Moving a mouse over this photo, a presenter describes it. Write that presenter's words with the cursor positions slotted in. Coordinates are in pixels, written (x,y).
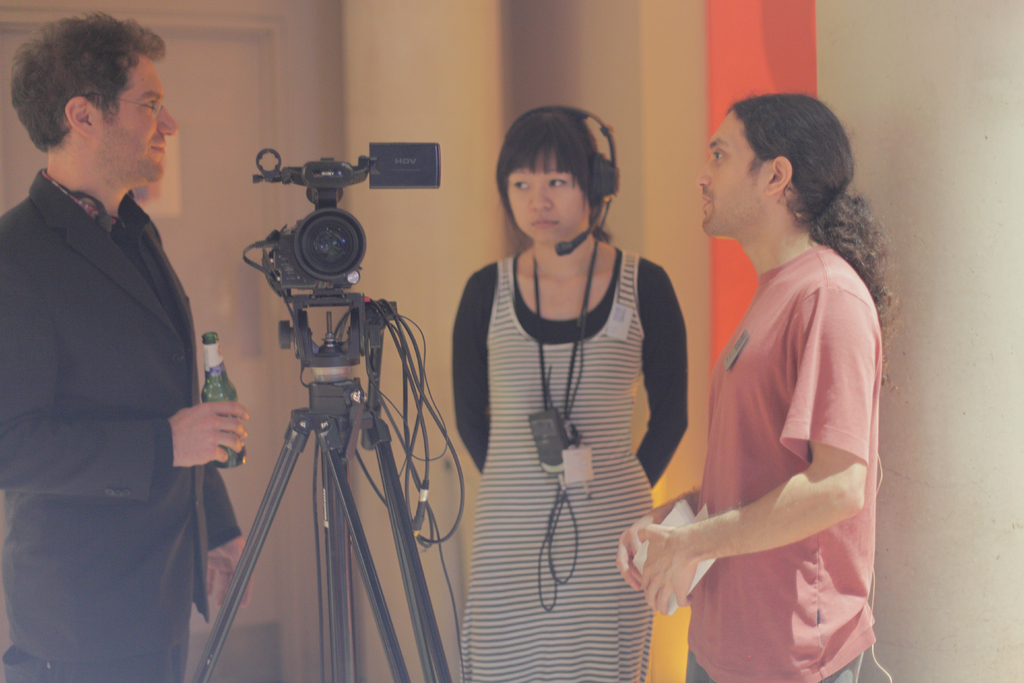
In the center of the image (594,407) we can see three persons (541,474) are standing. Among them, one person (130,367) is holding a bottle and one person (756,389) is holding some object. And the left side person (188,378) is smiling, which we can see on his face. Between them, we can see one stand (348,507), camera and wires (385,331). In the background (943,146) there is a wall (402,97), door (171,92) and a few other objects (715,98).
